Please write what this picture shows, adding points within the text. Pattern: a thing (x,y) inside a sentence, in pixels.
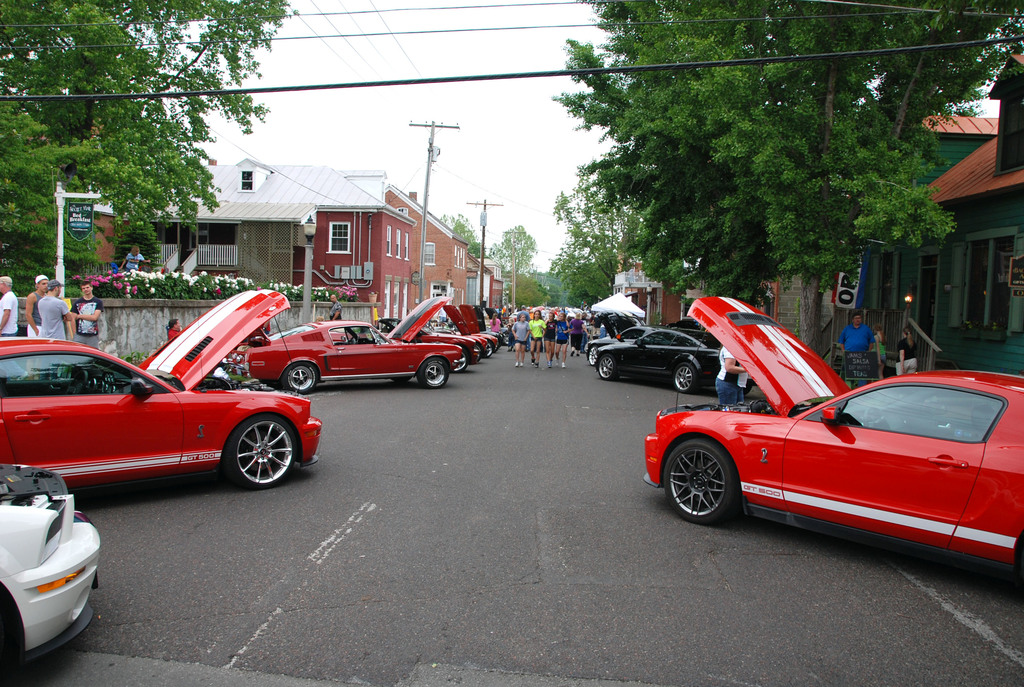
This image consists of many cars (263,412). Most of the cars (250,328) are in red color. At the bottom (436,602), there is a road (499,582). Many of the bonnets (203,365) of the cars (373,348) are opened. In the background (220,204), there are buildings (235,206) along with trees (608,225). And there are many people (561,316) walking on the road (444,406).
